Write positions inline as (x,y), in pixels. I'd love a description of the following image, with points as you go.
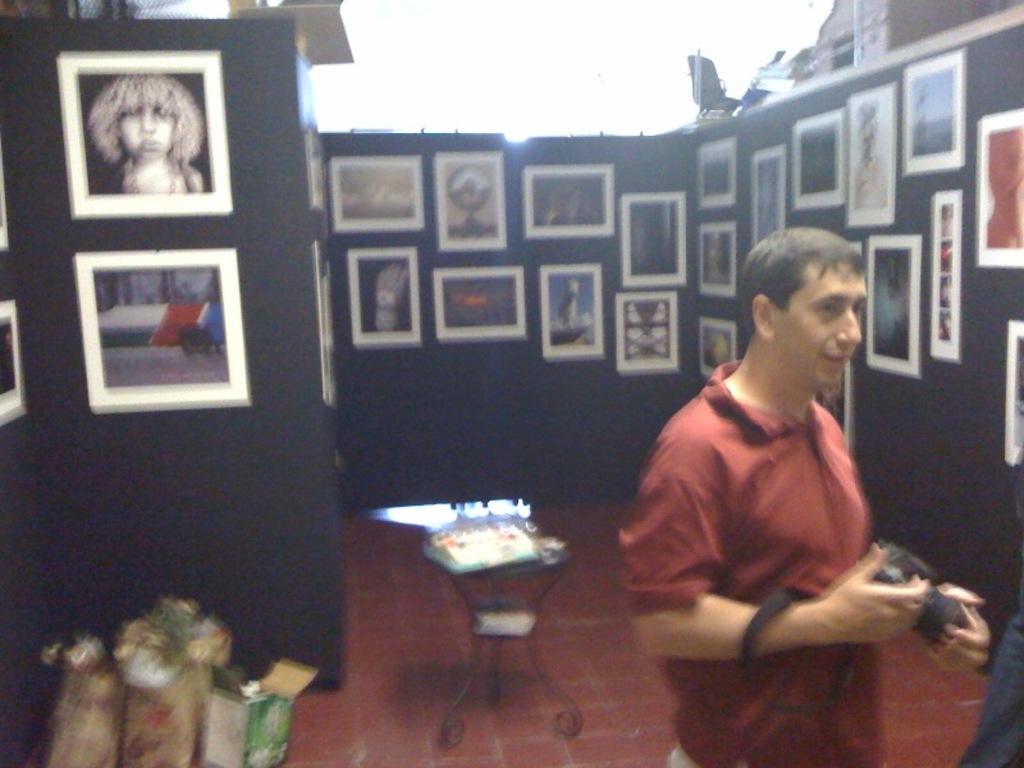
In this image we can see a man (785,627) holding the camera (886,563) and standing. We can also see the table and also a box (238,716) and some objects (145,712) on the floor (518,673). In the background (235,641) we can see the wall (1022,98) with the photographs (541,226). We can also see the light (519,140).
